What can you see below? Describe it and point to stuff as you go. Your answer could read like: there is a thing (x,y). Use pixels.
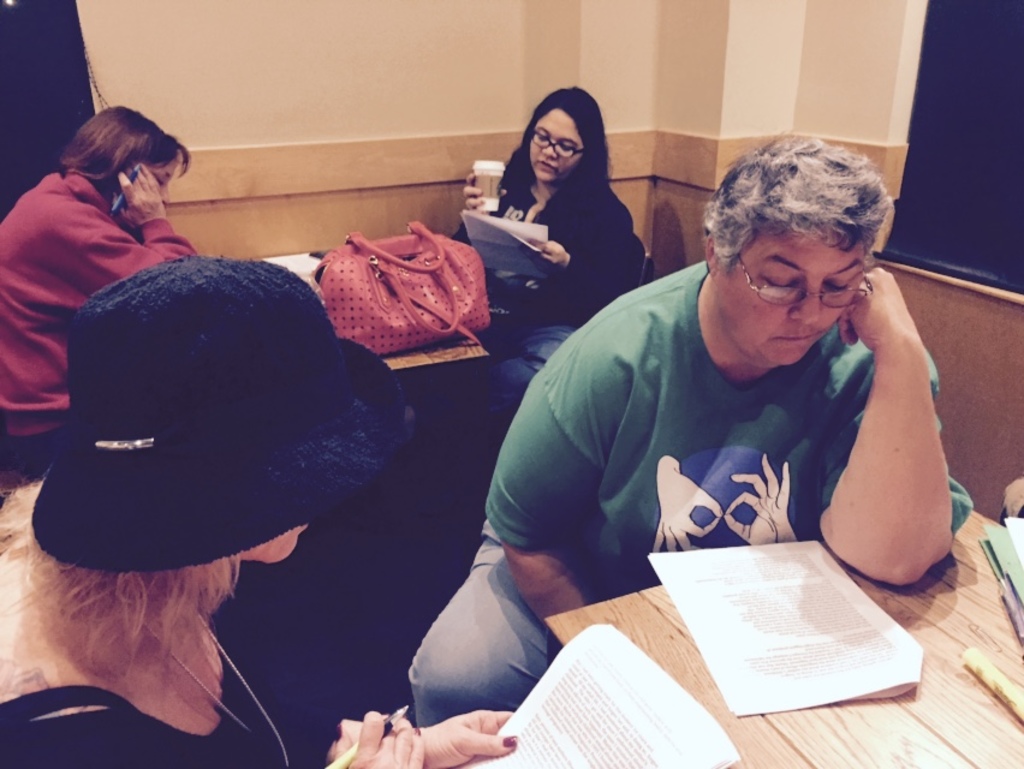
In this picture there are people (177,489) and we can see bag (384,347), papers (607,767) and objects (1000,685) on tables (946,700). In the background of the image (696,46) we can see wall (745,132) and black objects (75,79).
